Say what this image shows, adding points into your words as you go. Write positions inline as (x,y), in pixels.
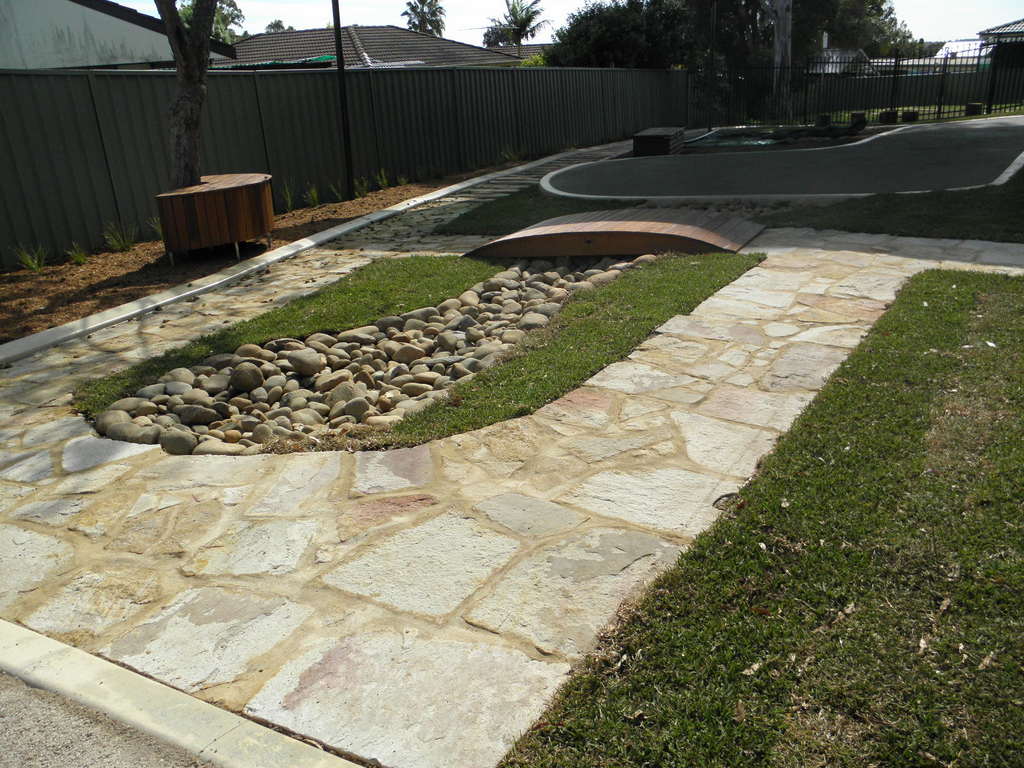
In this image we can see a metal fence (797,103), a group of trees (564,52), buildings (361,46), pole (350,119) and a bench (255,206) placed on the ground (224,298). In the background (928,36), we can see the sky (453,13).
